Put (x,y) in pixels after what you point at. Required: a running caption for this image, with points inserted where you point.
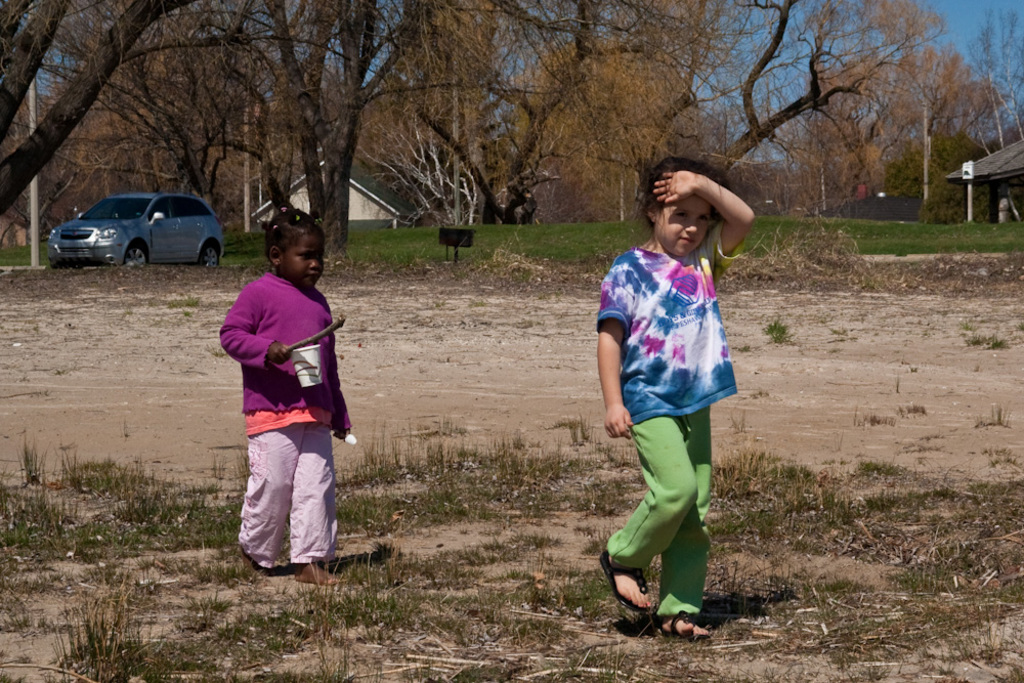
In this image we can see two children (328,554) standing on the ground (530,550). In that a child (251,348) is holding a stick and a glass (308,370). On the backside (535,234) we can see some houses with roof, a signboard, grass (604,256), a car (82,231) placed aside, a pole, a group of trees (820,193) and the sky (931,43).
